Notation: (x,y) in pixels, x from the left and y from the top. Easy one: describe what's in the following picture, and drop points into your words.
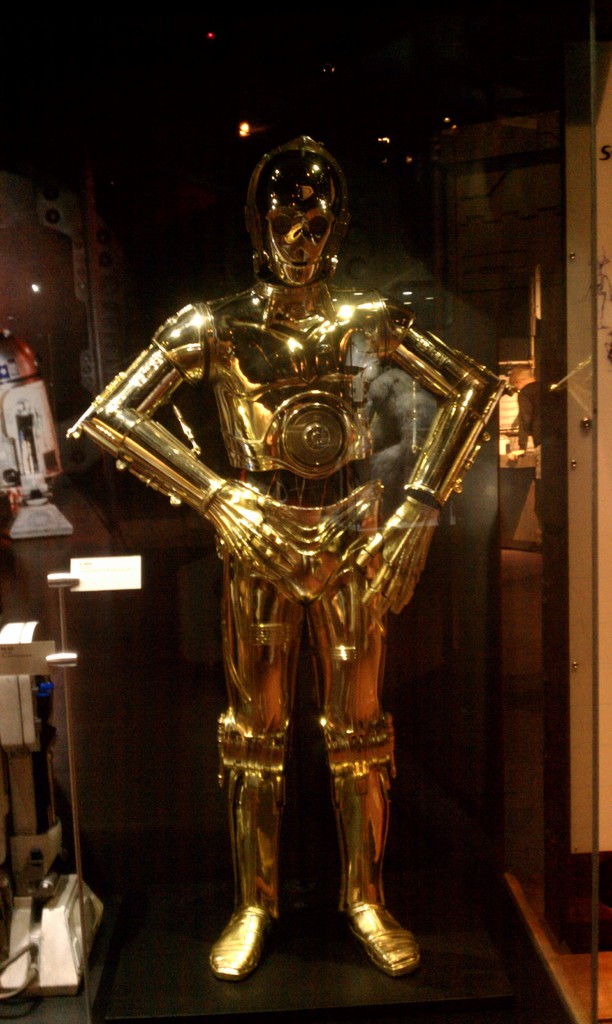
In this image we can see a robot (263,727) on a platform (317,949), glass (510,292), and other objects (45,659). There is a dark background (209,158) and we can see a light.
